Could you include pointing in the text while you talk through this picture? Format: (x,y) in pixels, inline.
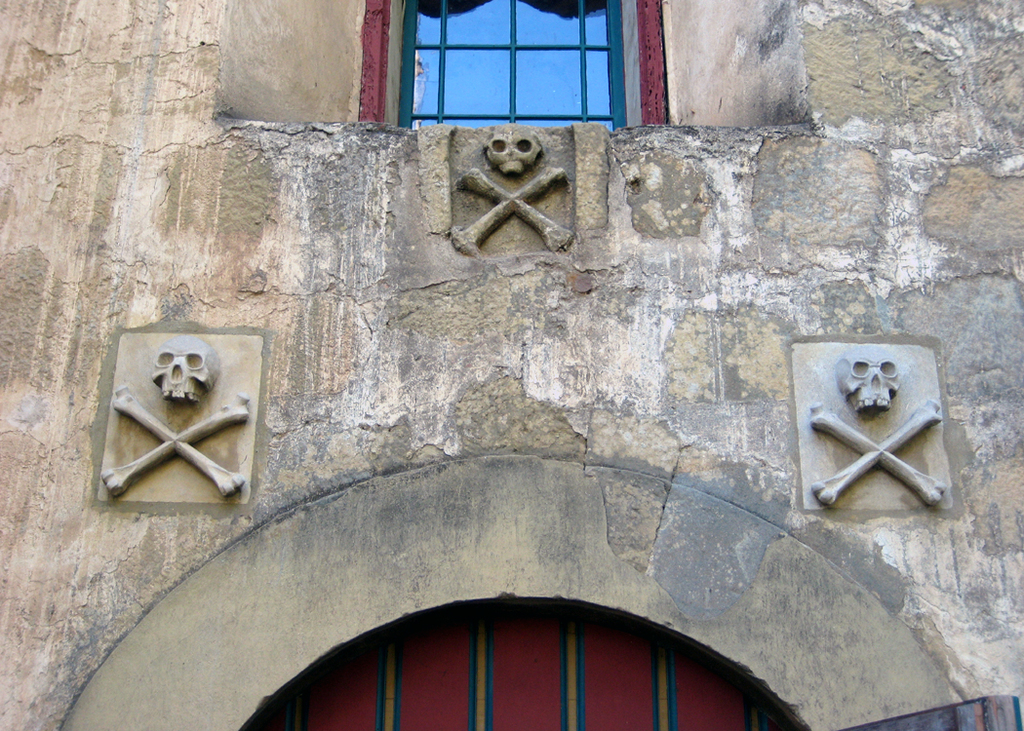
In this image I can see the building (435,371) which is brown and ash in color and I can see the door (536,669) which is red, blue and yellow in color and the window (530,65). On the window (492,96) I can see the reflection (498,32) of the sky (536,66).
